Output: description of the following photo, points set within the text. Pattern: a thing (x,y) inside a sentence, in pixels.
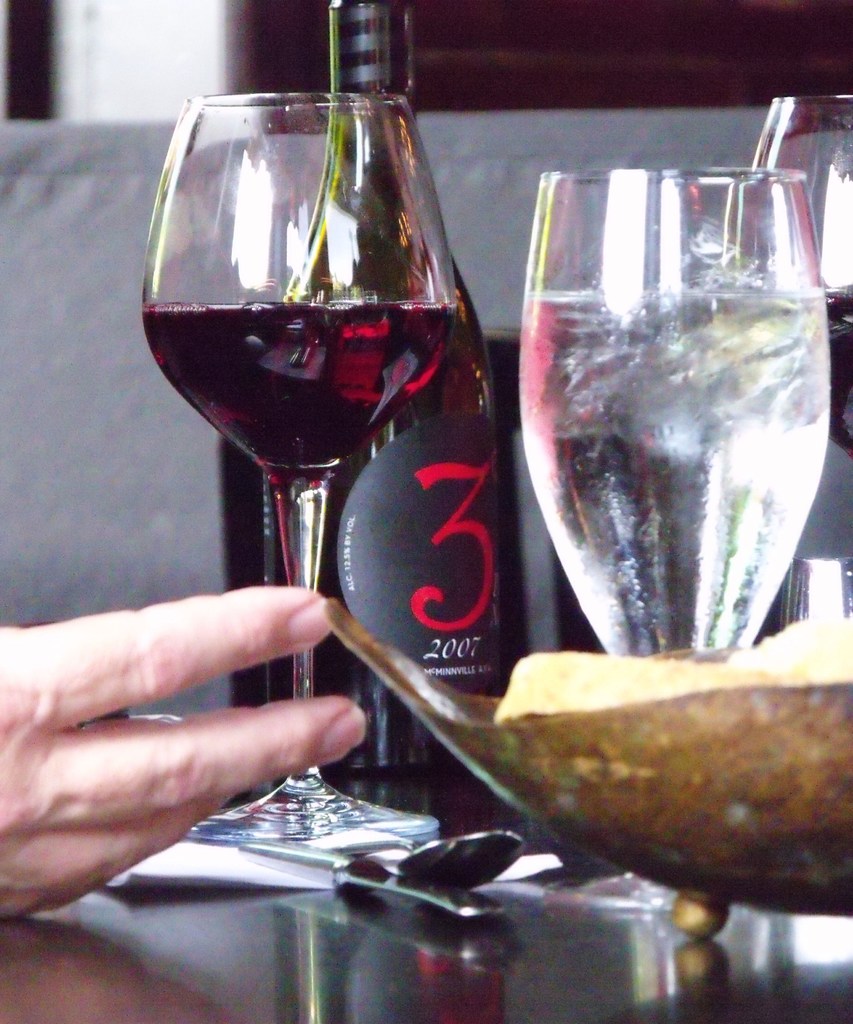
In the center (554,489) we can see the wine glasses (321,476) and one wine bottle (449,527) on the table (494,903). And on the left corner (94,773) we can see the human hand (97,808). And the right corner (715,765) we can see the bowl (710,740).
